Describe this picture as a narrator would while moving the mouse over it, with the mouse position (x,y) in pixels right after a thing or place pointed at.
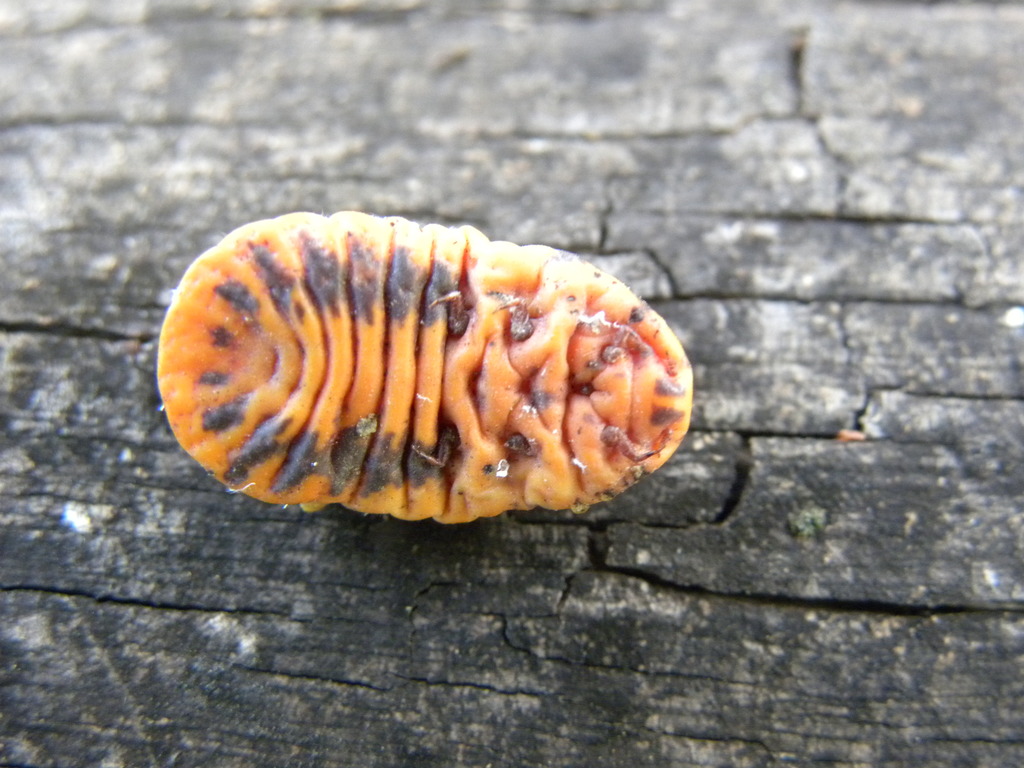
In this picture I can observe an insect (350,376) which is in yellow color in the middle of the picture (384,311). This insect (373,352) is on the black color surface (483,558).
